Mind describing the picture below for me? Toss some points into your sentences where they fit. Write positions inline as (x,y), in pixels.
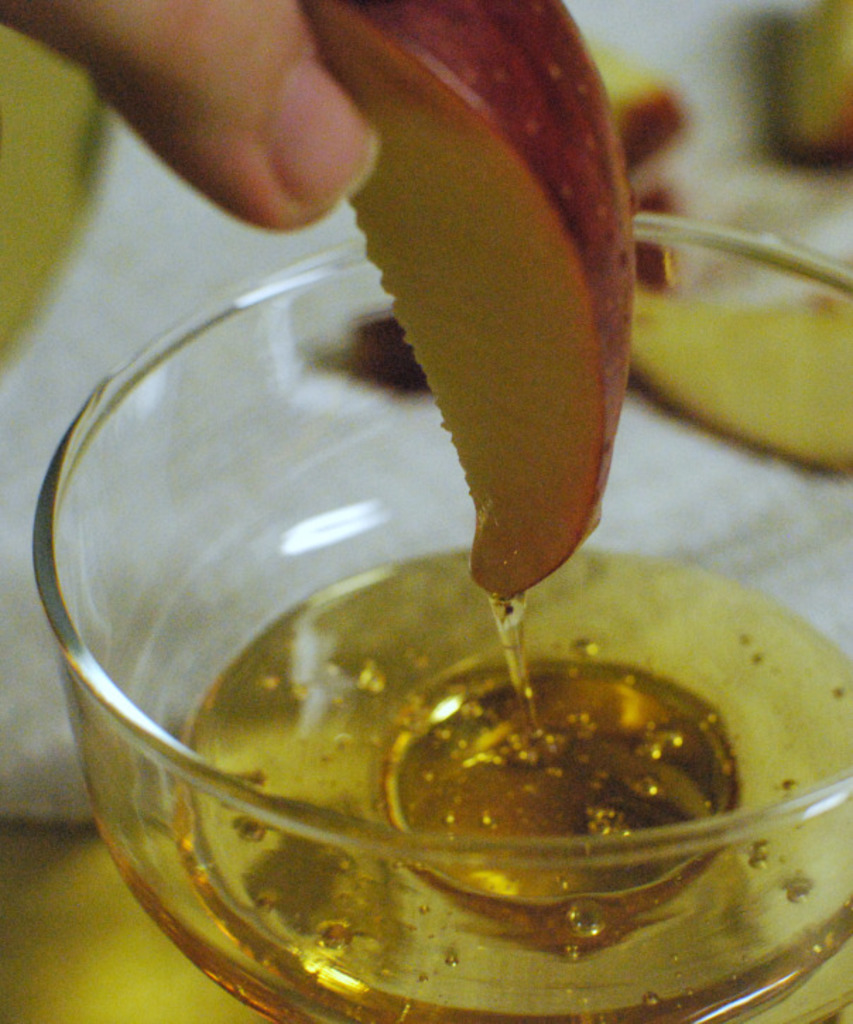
In the picture we can see a glass bowl (411,476) in it we can see a liquid (736,687) and a person hand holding a slice of a apple (524,445) which is dipped into it.
